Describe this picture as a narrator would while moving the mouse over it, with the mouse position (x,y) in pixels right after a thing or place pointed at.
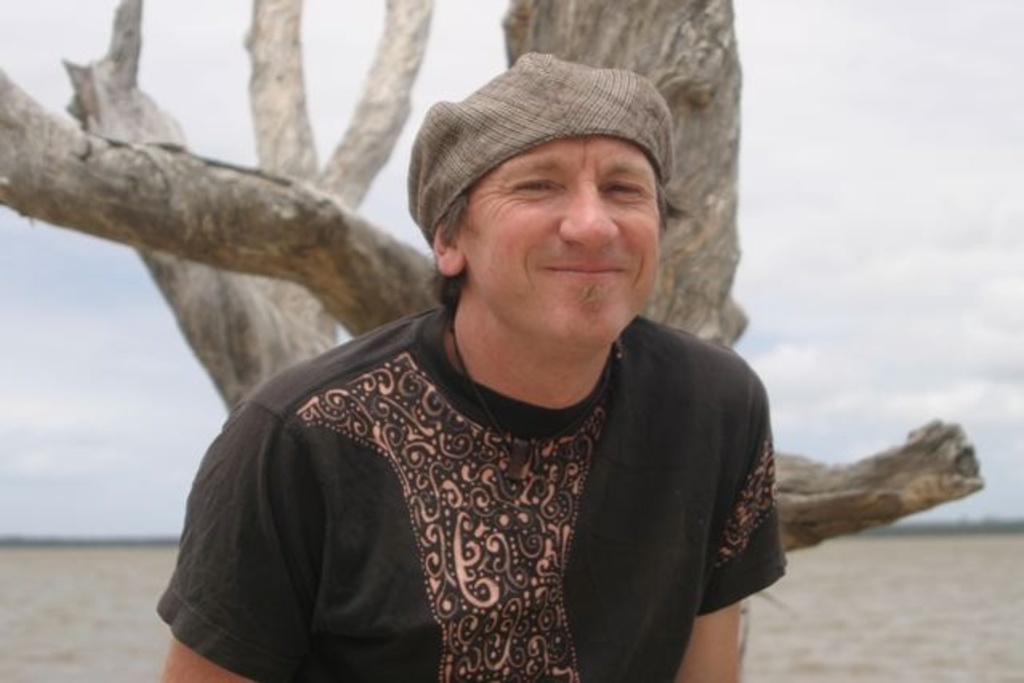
In this image we can see a man (486,297) with cap (506,146) on his head (501,224). In the background (453,91) we can see tree trunks (123,165), water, objects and clouds (399,183) in the sky (445,75).
